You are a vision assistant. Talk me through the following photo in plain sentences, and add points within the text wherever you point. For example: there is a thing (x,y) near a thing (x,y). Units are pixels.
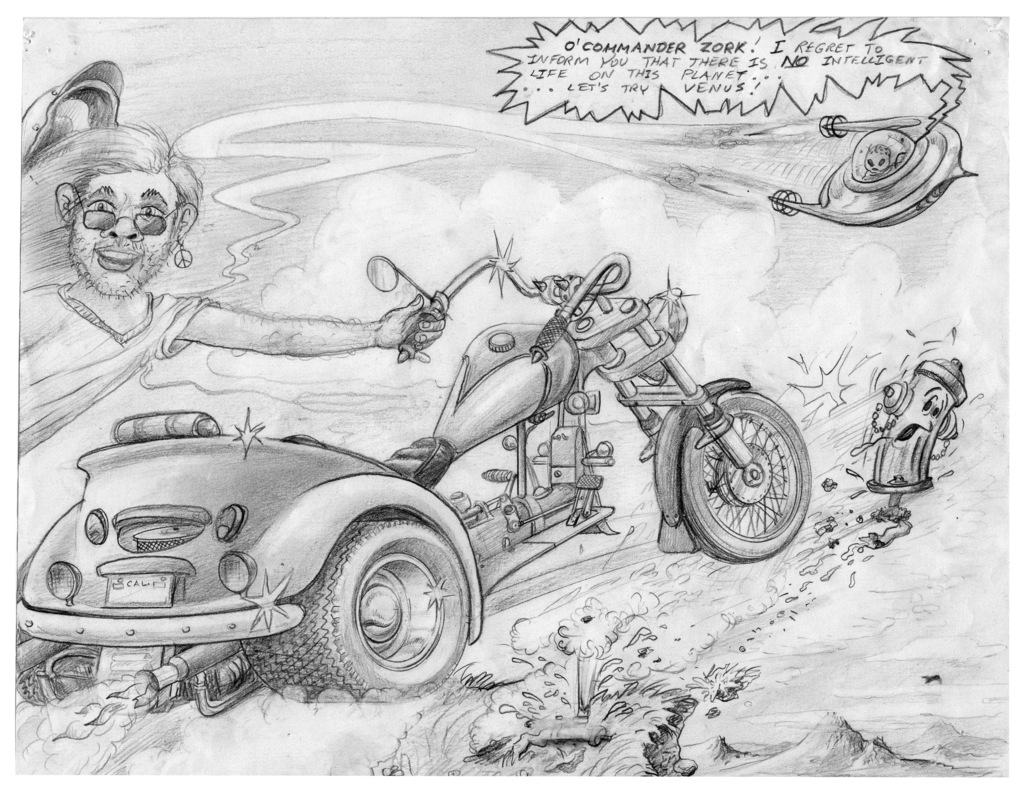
In this picture I can see there is a drawing (139,326) of a person (349,334) holding the handle (540,358) of a three wheeler (180,498) and there is grass (626,573) on the floor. There is an alien (881,173) and there is something written on the image.
